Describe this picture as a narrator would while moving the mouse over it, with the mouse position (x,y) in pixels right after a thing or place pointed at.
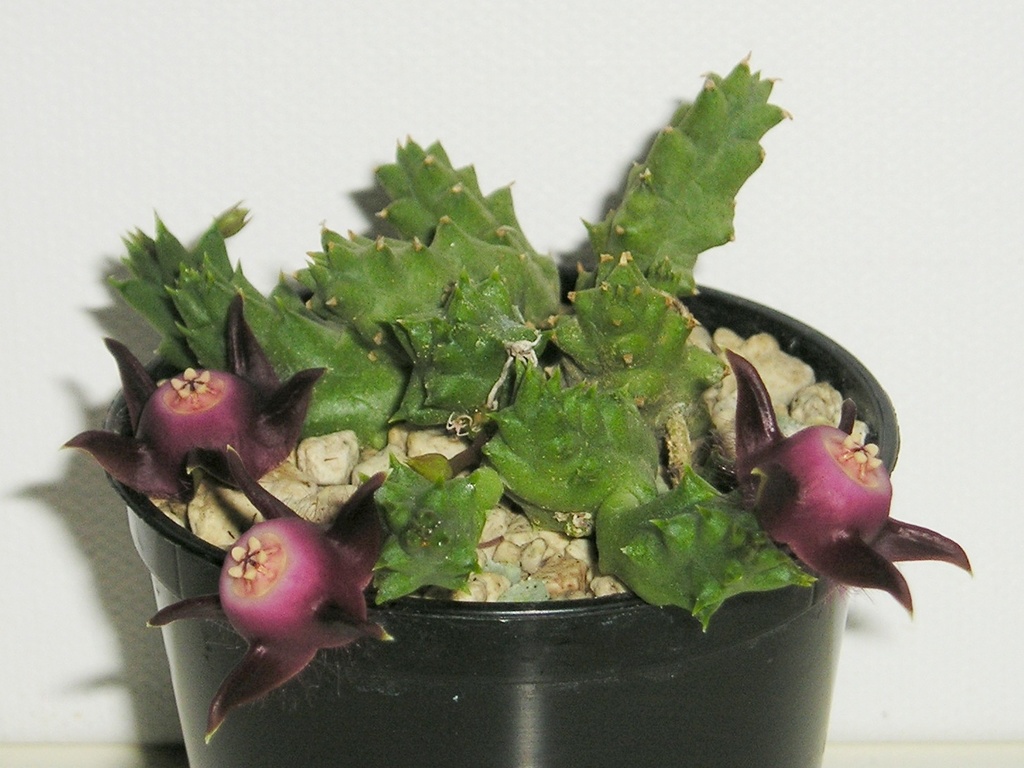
In this image we can see a plant (476,511) which is placed in a black color flower pot (542,689).
